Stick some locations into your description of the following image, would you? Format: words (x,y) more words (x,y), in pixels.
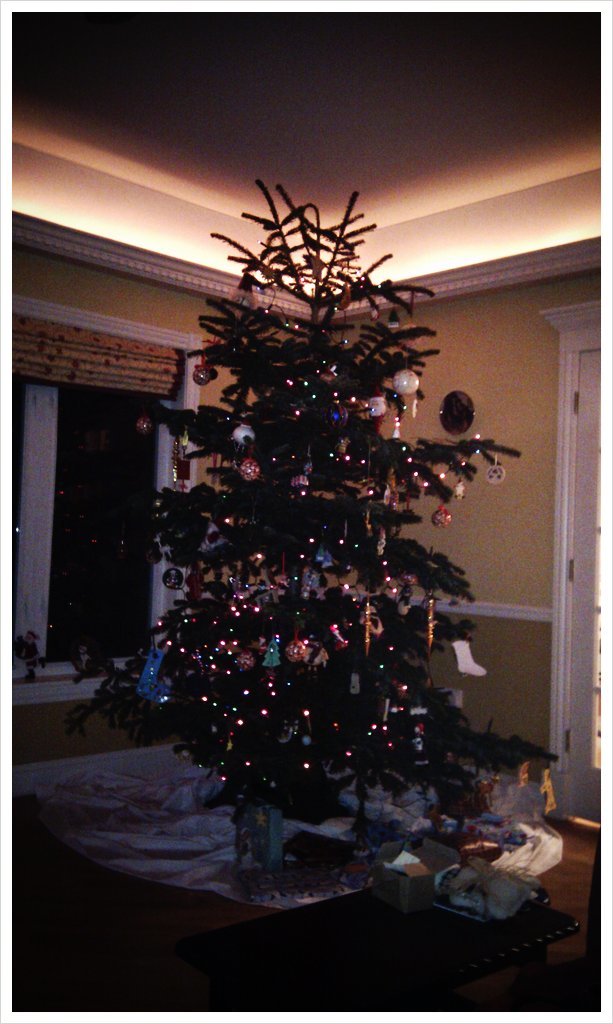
In this image, I can see a christmas tree (306,725) with the decorative items (309,587). At the bottom of the image (394,893), there are few objects (409,888) on a table (378,941) and I can see a cloth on the floor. On the left side of the image (77,563), I can see a window (74,610). At the top of the image (214,163), I can see a ceiling (392,181). On the right side of the image (570,514), It looks like a door (589,555).
